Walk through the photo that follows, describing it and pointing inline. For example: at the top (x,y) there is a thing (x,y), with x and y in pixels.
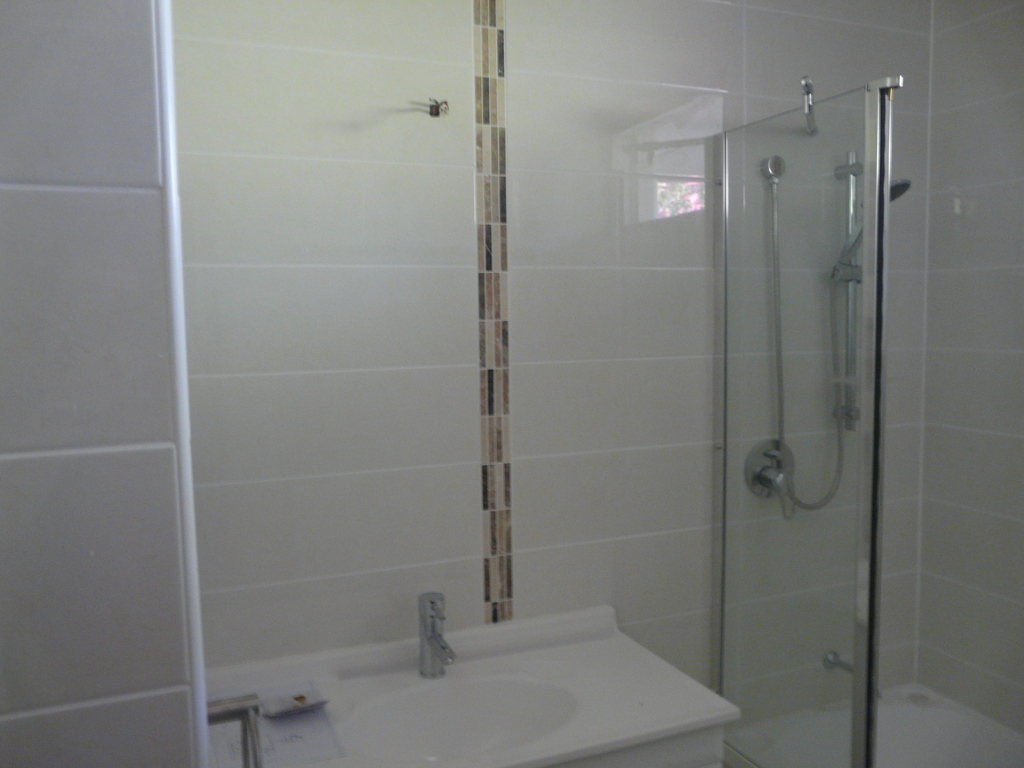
In this image I can see the washbasin (610,679), tap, bathtub (970,712) and the shower (773,164) and the wall (400,204) is in white and cream.
